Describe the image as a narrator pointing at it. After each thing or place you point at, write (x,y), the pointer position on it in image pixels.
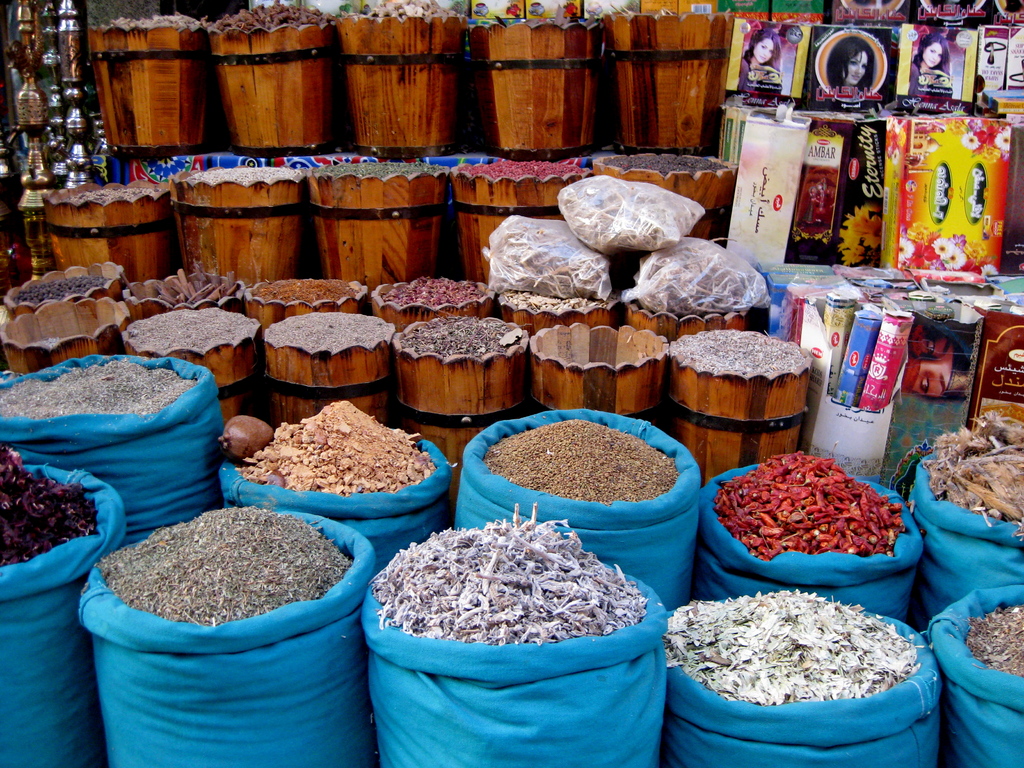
This picture seems to be clicked inside. In the foreground (287,695) we can see the blue color bags (373,528) containing some spices (423,578) and other food items (305,441). In the center (629,388) we can see the wooden objects (262,314) containing some items (684,270). On the right corner (915,102) we can see the boxes (900,157) of some products (936,215) and we can see the pictures (839,55) of persons (834,77) on the boxes (850,191) and we can see the text (870,151) on the boxes (855,137). On the left corner (64,48) we can see the metal objects (71,37). At the top (609,54) we can see the wooden objects (172,76) containing many number of items (275,20).
